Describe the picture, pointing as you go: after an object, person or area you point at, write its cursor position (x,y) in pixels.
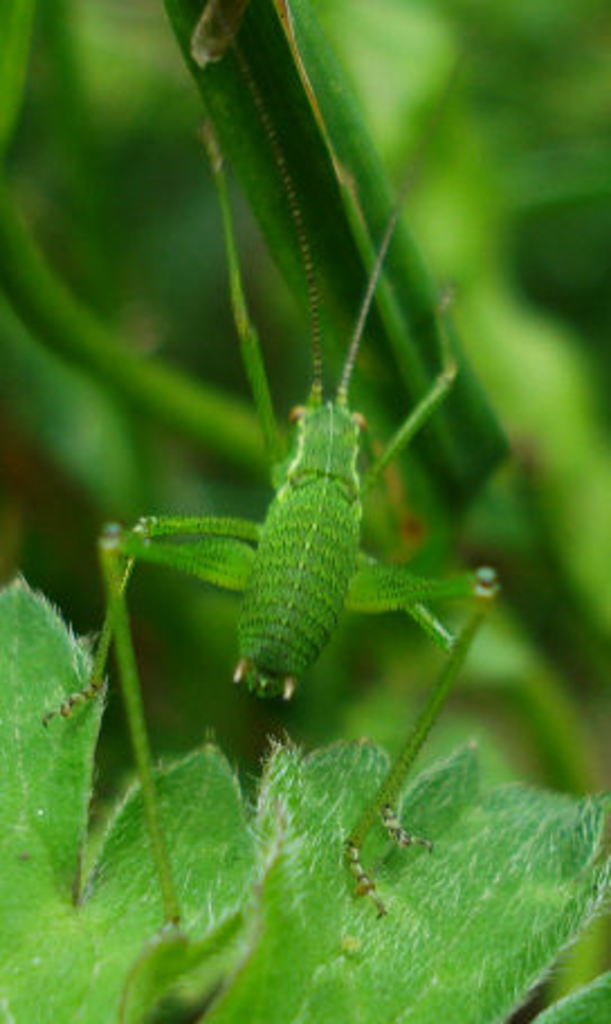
In this image, we can see some leaves (337,867). There is an insect (359,327) in the middle of the image (310,645).
